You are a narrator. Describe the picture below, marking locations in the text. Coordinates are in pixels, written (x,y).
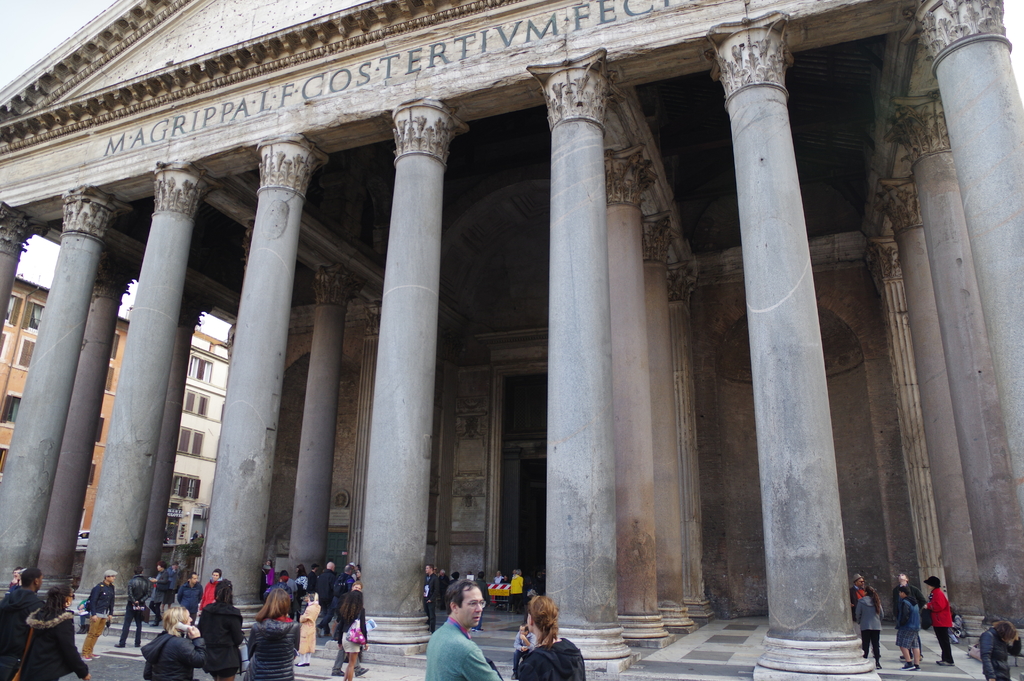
In this image I can see few buildings (204,284), windows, pillars (785,251) and few people (481,584). They are wearing different color dresses (170,652).
